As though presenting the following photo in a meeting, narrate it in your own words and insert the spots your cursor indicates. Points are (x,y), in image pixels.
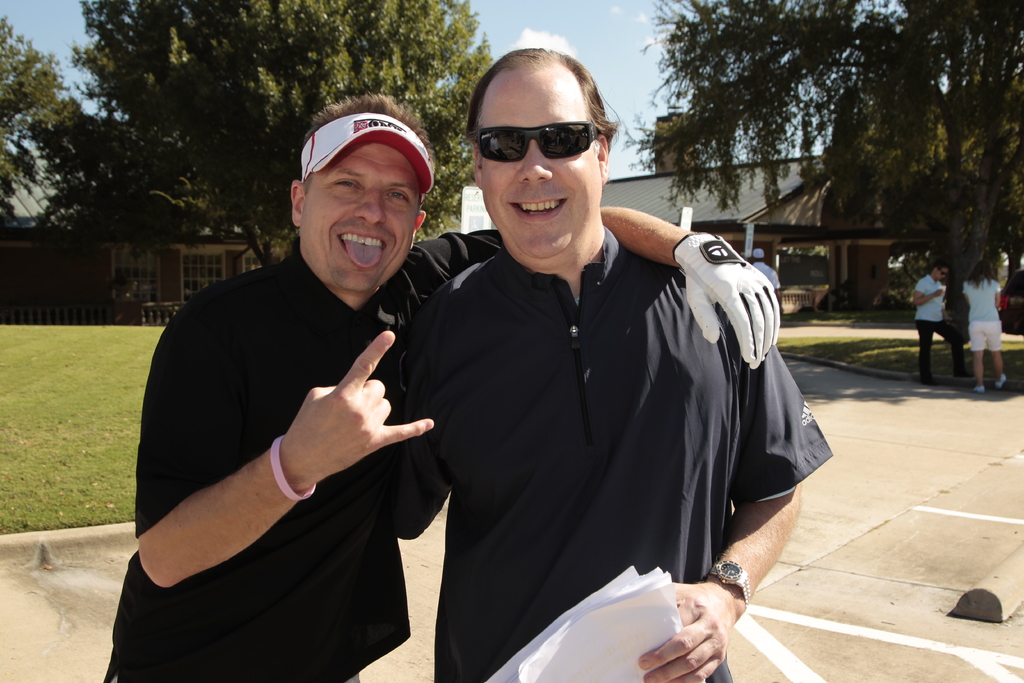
This is an outside view. Here I can see two men (282,492) standing, smiling and giving pose for the picture. The man (562,326) who is on the right side (712,639) is holding some papers (626,639) in the hand (696,648). On the right side (990,309) there are few people (940,302) standing. In the background (443,86) there are trees (908,165) and a shed (746,205). On the left side (41,433), I can see the grass (101,347). At the top of the image (579,28) I can see the sky (575,7).
